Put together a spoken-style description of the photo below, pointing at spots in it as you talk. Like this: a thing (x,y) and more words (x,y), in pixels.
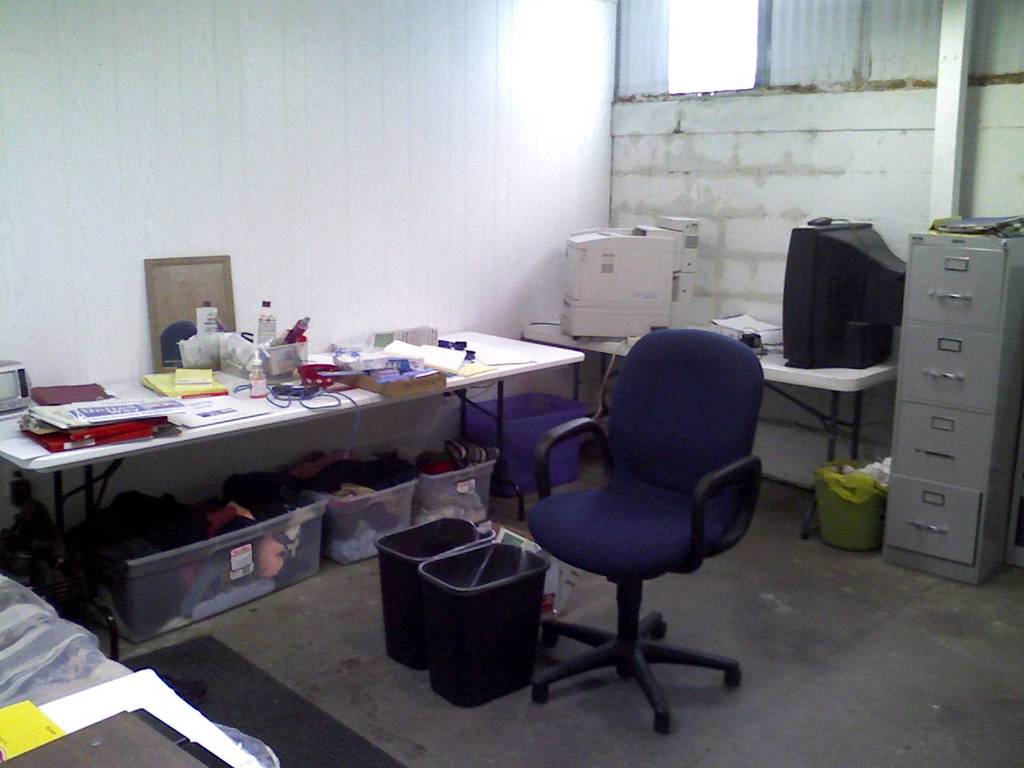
This image is taken indoors. At the bottom of the image (364,685) there is a floor (764,665). In the middle of the image (608,453) there is an empty chair (621,555) and dustbins (434,573). In the background (470,148) there is a wall (515,160) with a window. On the left side of the image (32,454) there are two tables (485,374) with many things (124,738) on them and there are three baskets (290,542) with a few clothes (289,508) under the table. On the right side of the image (969,261) there is a cupboard (997,279) and a table (784,361) with a monitor (813,301) and a printer (587,296).
